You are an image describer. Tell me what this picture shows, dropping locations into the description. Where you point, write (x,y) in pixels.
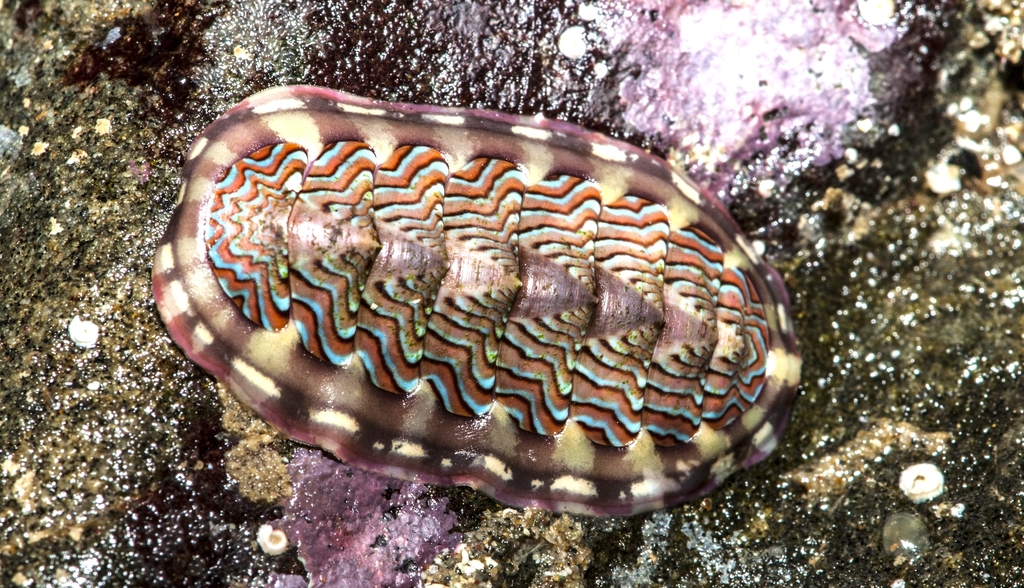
In the image there is a small chiton (425,282) and the shell (447,258) of the chiton (471,244) is in multiple colors.
